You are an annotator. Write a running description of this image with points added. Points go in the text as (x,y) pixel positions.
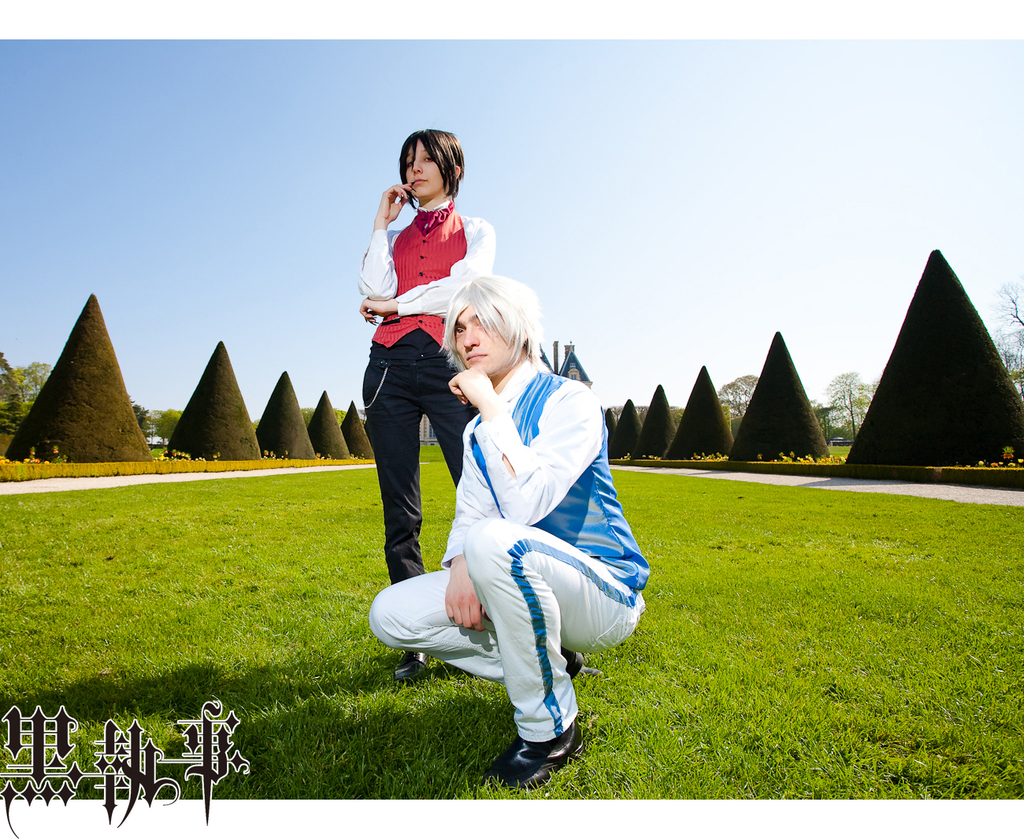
There is a person (566,425) sitting like squat position, beside this person (569,484) there is another person (393,298) standing. We can see grass (657,759) and pyramid trees (704,393). In the background (157,303) we can see trees (4,423) and sky (228,172). In the bottom left side of the image (211,775) we can see text (16,715).
